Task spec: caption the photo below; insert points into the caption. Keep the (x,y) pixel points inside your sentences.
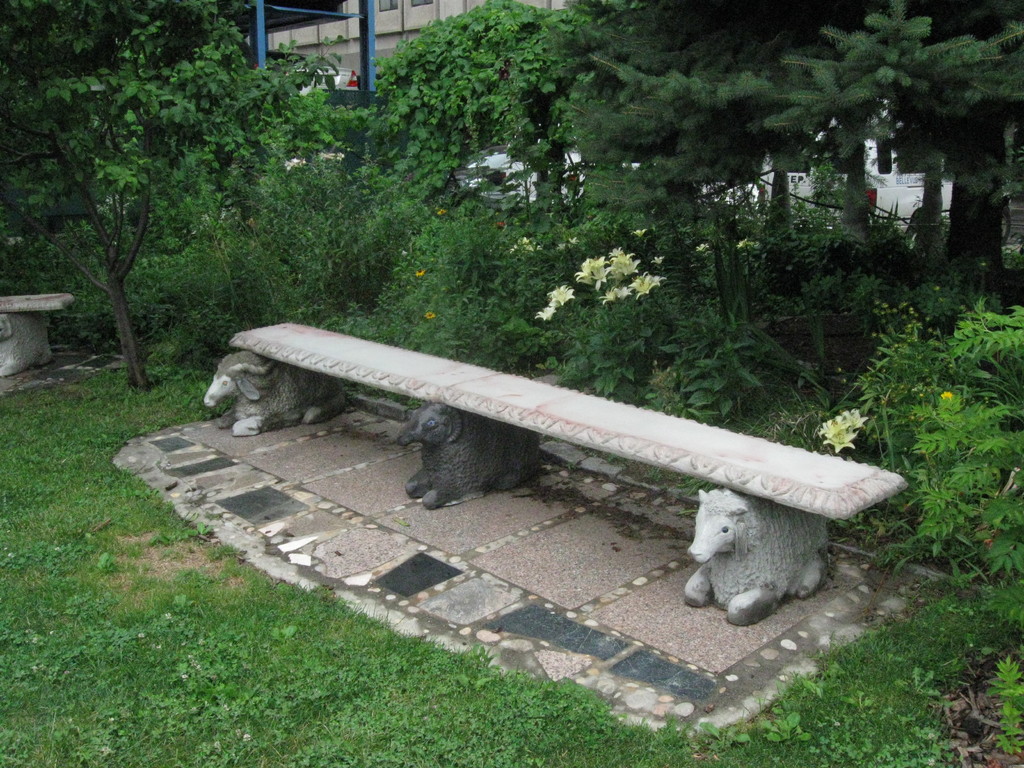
In this image we can see a bench (470,381), plants (554,274), grass (36,429), buildings (329,51) and poles (356,14).
